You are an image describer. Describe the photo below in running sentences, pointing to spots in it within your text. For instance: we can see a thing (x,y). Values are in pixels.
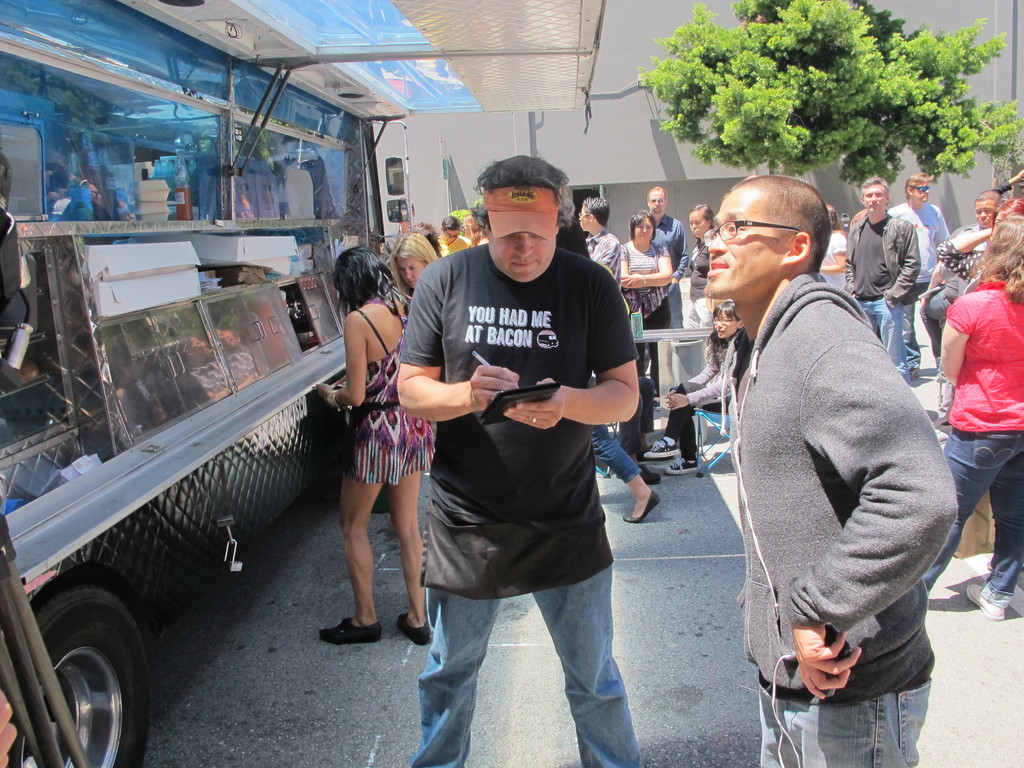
Here we can see a food truck (310,458). Inside this food truck (340,226) there are boxes (250,237), bottles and things (313,192). In-front of this food truck (32,185) there are people (558,245). This man (562,205) is holding a pen (475,356) and an object (506,405). Far there is a tree (902,96).
